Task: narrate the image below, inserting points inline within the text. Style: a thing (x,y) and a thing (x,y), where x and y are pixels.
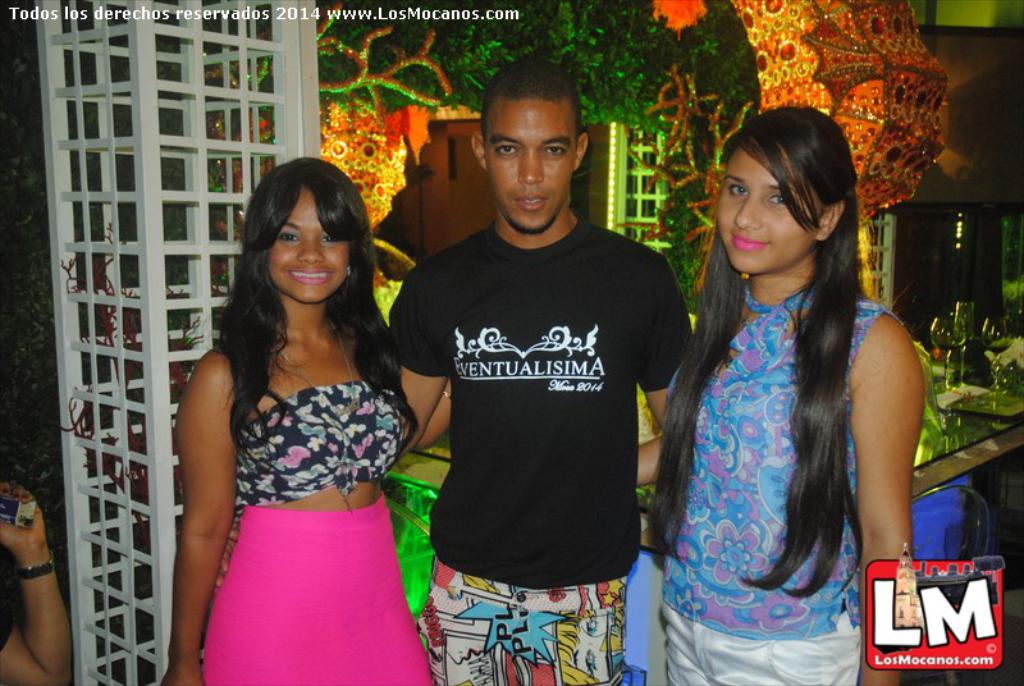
In this image we can see a man (517,474) and two girls (358,502) are standing. Man (535,406) is wearing black t-shirt (586,509). One girl (792,572) is wearing blue dress (778,497), the other one is wearing black and pink color dress (312,603). Behind them one table (969,421) is there, on table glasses (961,340) are present and some decoration (359,105) is there. Left side of the image (129,112) one white color pillar (104,115) is present.
